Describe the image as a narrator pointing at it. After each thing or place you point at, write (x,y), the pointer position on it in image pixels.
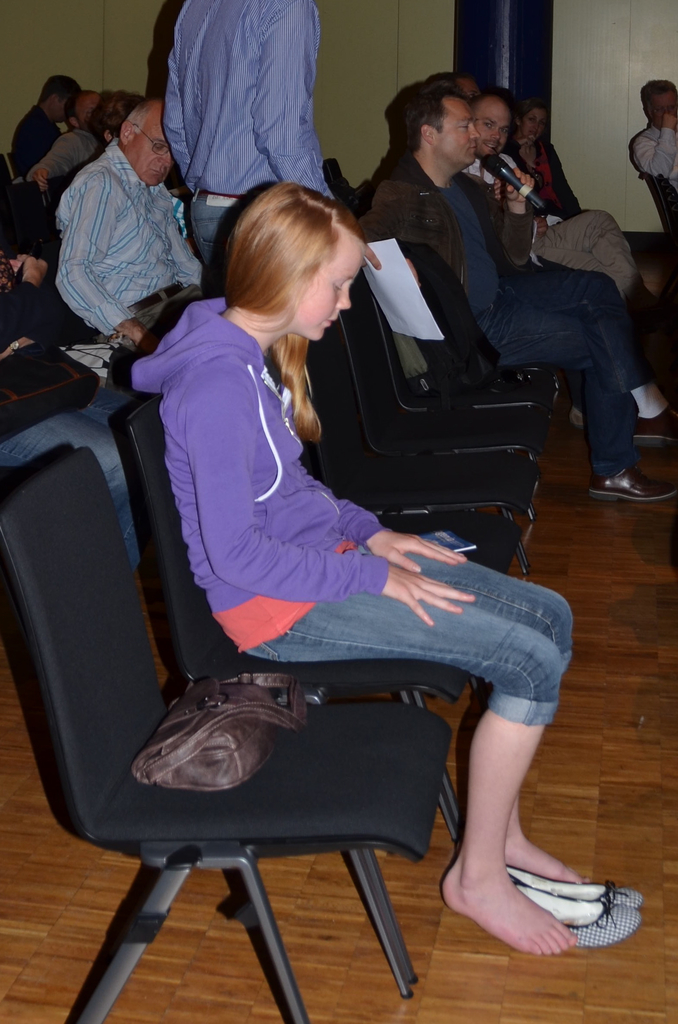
In this image there are many chairs (354,785). People (244,329) are sitting on chair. Here on the chair (147,733) there is a bag (210,756). In the middle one person (201,44) wearing blue shirt (225,107) is standing in front of him one person (474,219) is holding a paper (399,264) and mic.
